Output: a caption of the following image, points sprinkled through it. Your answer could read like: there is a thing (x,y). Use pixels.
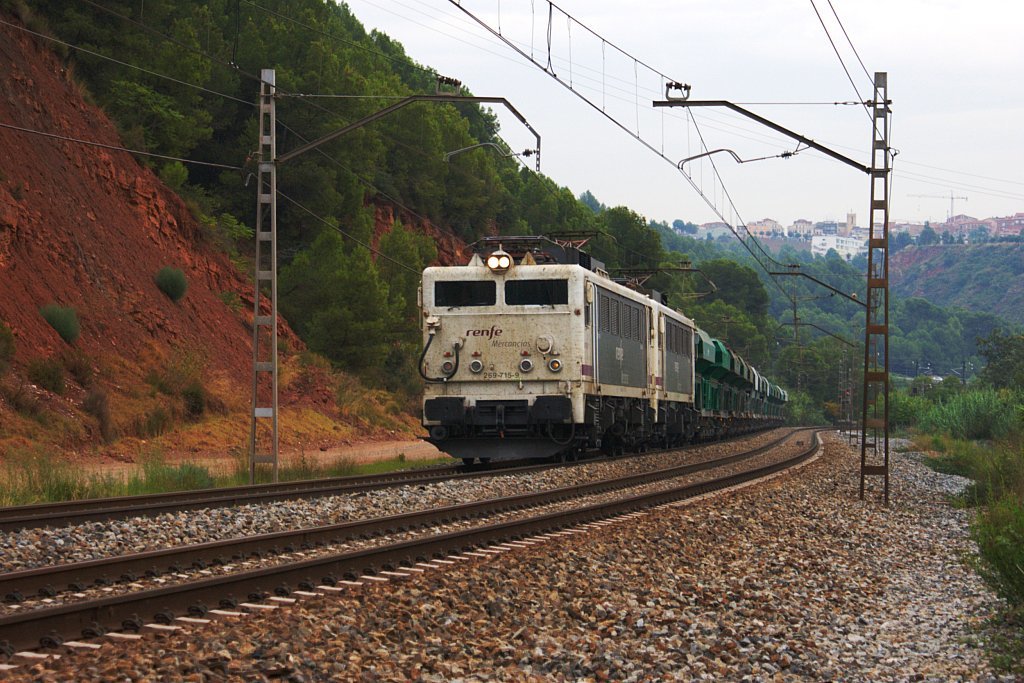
There is a train (538,394) on the track (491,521). Here we can see poles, wires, plants (1000,419), and trees (386,183). In the background (768,218) we can see houses (918,224) and sky (948,205).
